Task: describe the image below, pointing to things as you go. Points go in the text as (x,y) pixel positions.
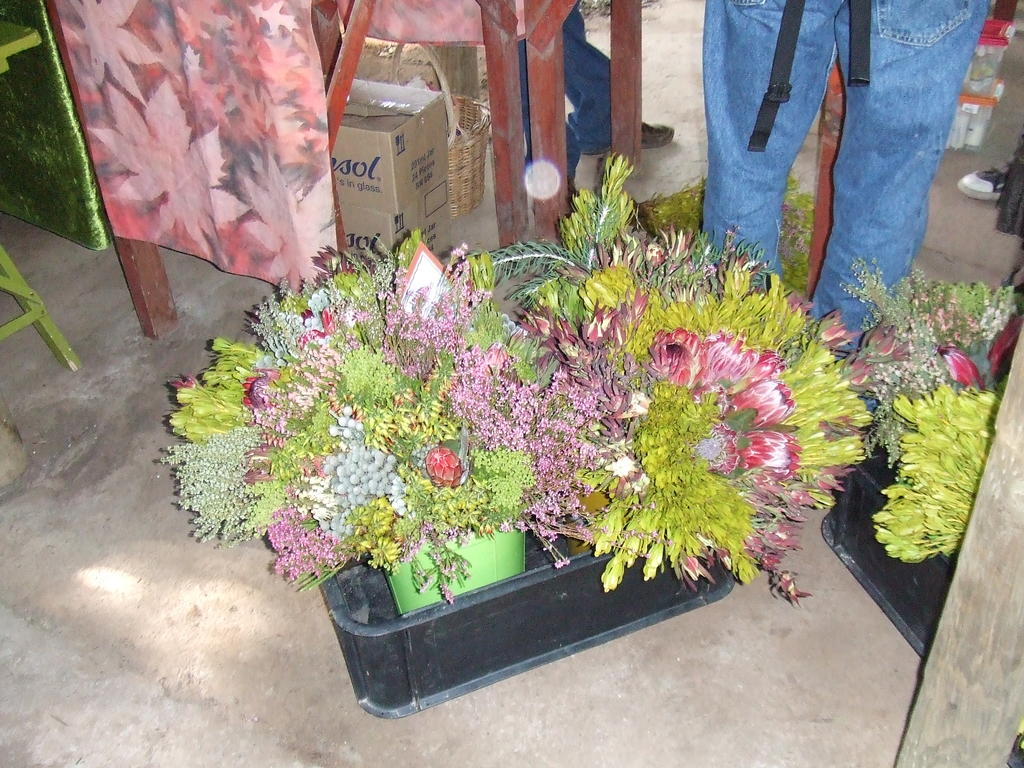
In this picture we can see a few flower pots (594,303) on the path (655,679). We can see a basket (474,141), boxes (370,203) and a few people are visible in the background (711,98). There is a table (37,328) on the left side (327,138).
